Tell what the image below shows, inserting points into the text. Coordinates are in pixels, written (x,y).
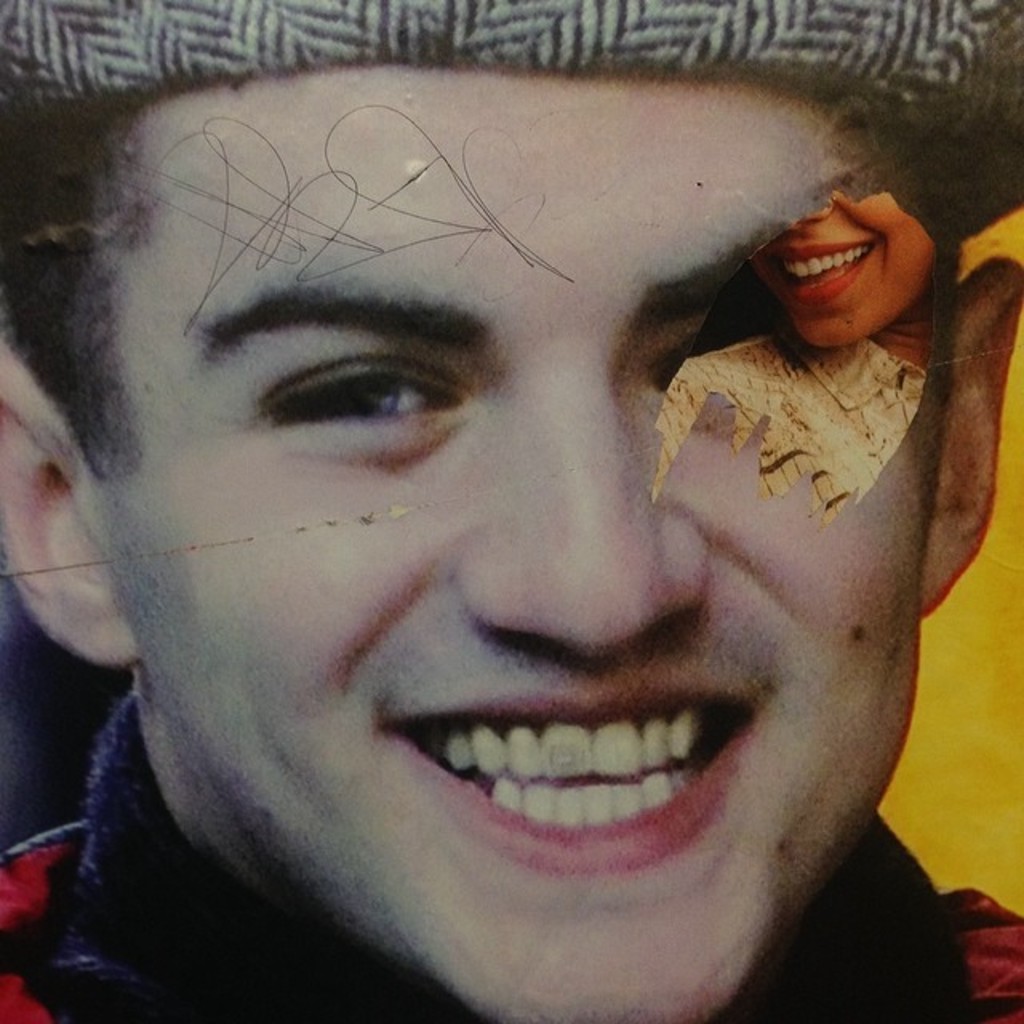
In this image there is a poster (461,407) with a man (437,473) and a woman's face (884,299) with some scribbling (303,279) on it.
